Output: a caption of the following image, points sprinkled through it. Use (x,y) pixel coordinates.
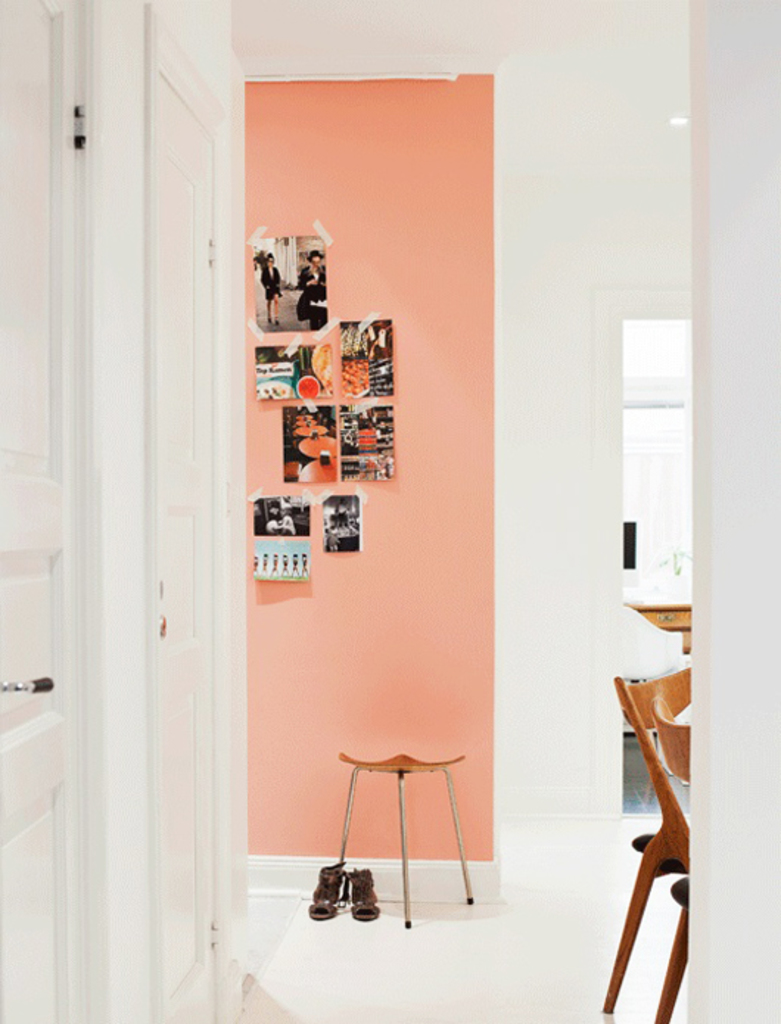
We can see doors (11,645), chairs (646,839) and footwear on the floor (617,821). We can see photos (331,347) on a wall (419,352). In the background (629,643) we can see chair (670,635).
